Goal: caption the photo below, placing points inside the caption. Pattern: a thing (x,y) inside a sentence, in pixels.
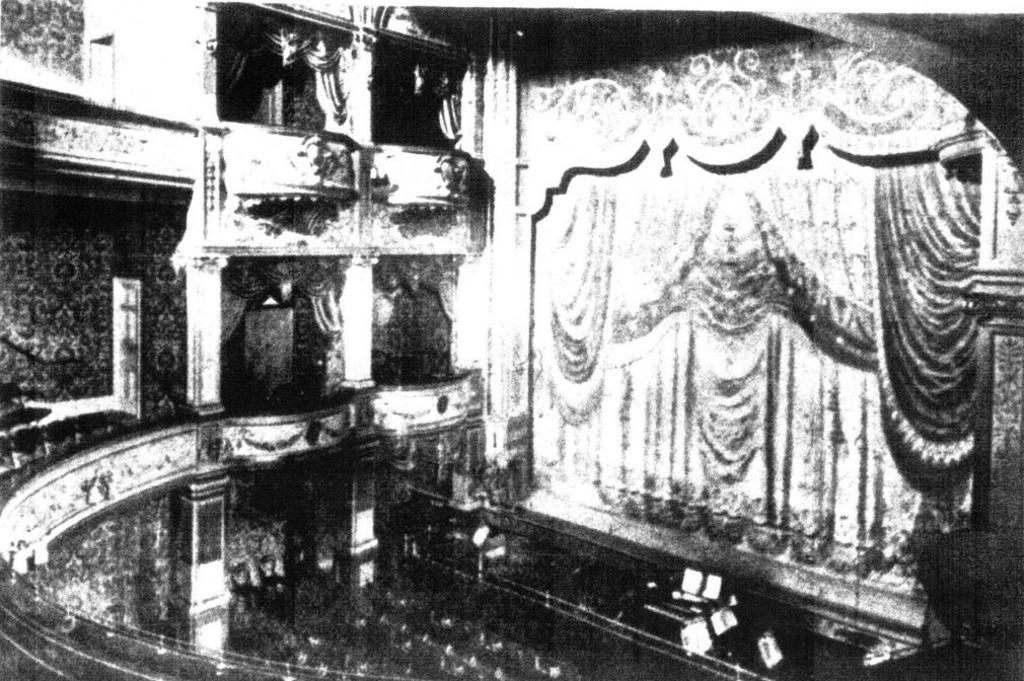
This is an old black and white image. I think this picture was taken inside the building (450,548). These look like the curtains (746,380) hanging. I can see the pillars (362,467). I think this is a stage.
